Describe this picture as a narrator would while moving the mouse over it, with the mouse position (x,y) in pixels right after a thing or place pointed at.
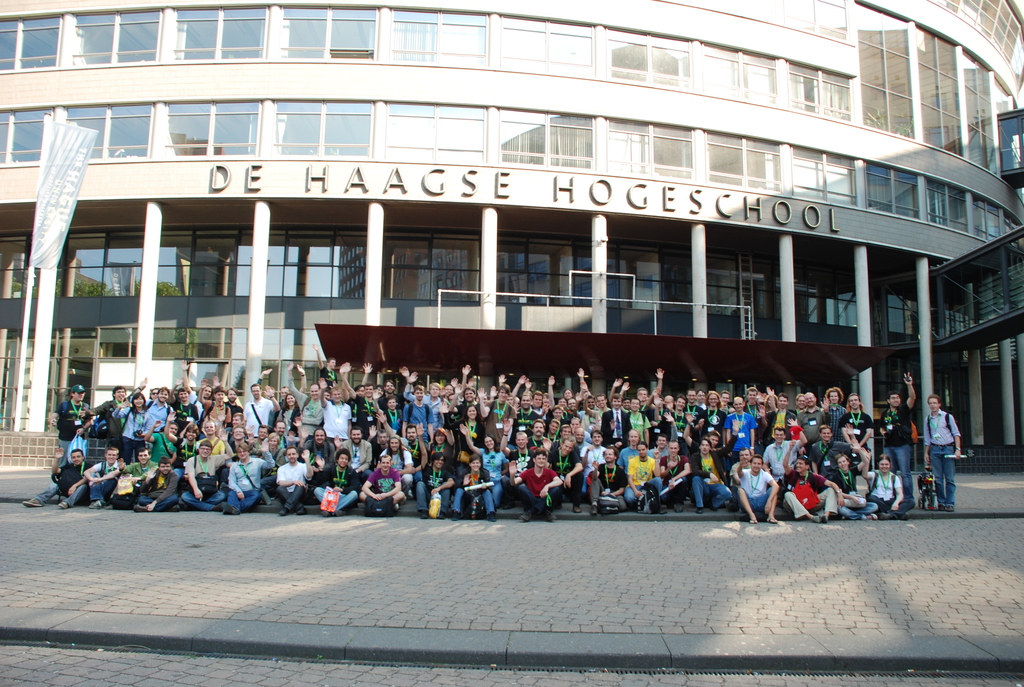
This image consists of a building (583,131) along with windows (251,231). At the center (344,385) there are many persons (48,499) sitting and standing on the ground (417,628), At the bottom (409,650), there is pavement (624,607). On the left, we can see a flag (62,136).
